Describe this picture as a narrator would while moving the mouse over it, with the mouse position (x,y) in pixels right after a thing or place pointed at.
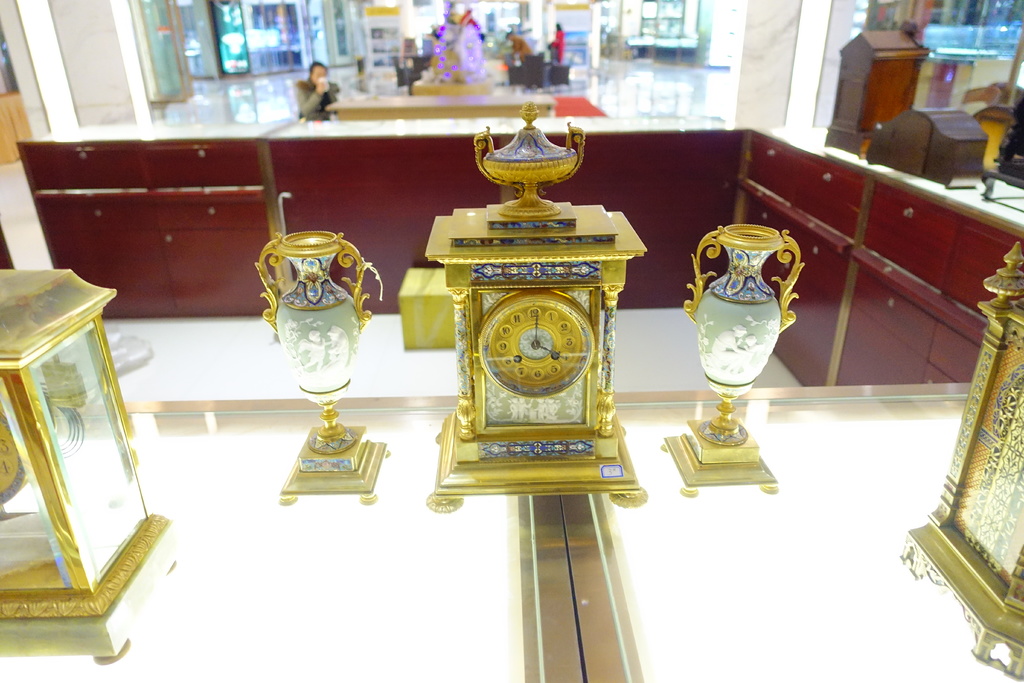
It is a showroom (165,111) there are lot of cupboards (568,190) and on the table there are few clocks (476,442) and vases (330,297) kept in the background (395,107) there is a table (477,103) and a person (317,96) is drinking and also lot of lights (138,108) and wall (120,97).
